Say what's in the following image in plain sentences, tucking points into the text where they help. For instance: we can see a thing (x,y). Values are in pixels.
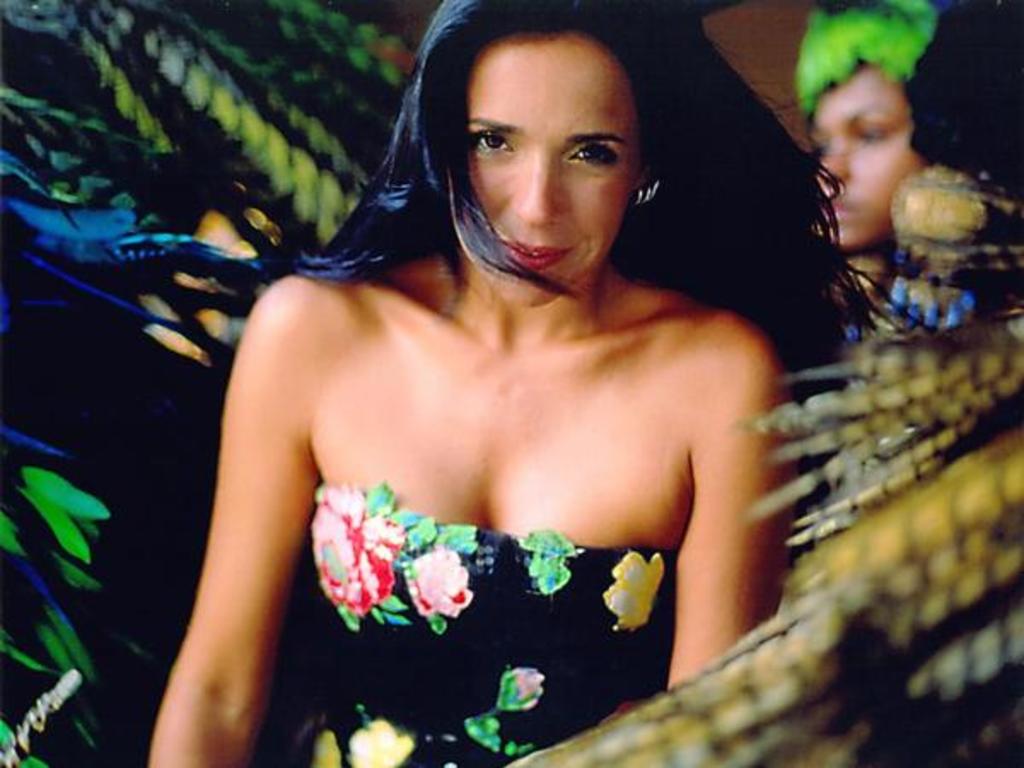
In the center of the image (500,300) we can see a woman (514,463). We can also see the face (889,231) of a woman (884,240) and some feathers (196,275) around her.
